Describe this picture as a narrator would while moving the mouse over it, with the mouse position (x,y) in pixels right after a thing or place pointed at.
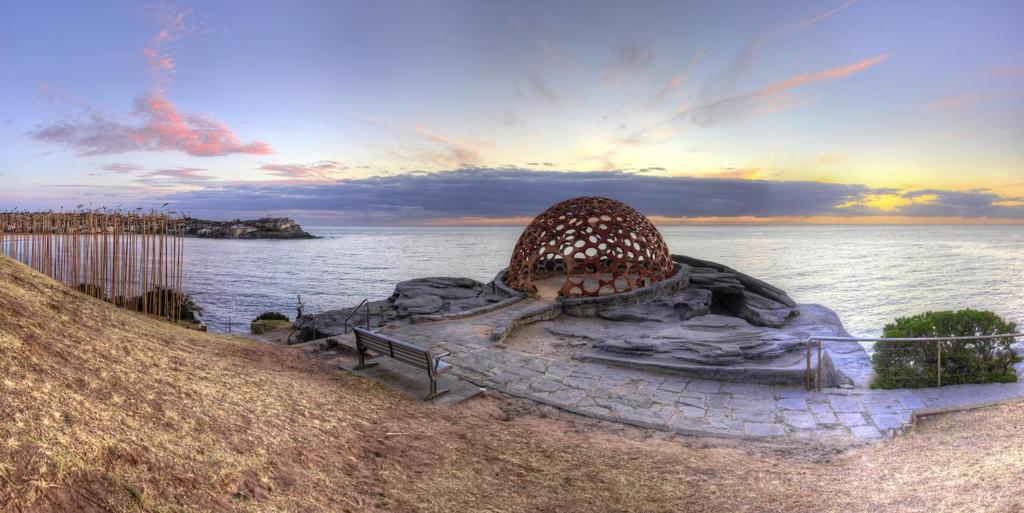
In this image we can see rocks (650,327). On that there is an architecture (586,250) in the shape of a dome (602,233). Also there is a bench (411,348). And there is a railing (938,363). There are plants (911,348). In the back (383,250) there is water (379,250). Also there are rocks (279,231). In the background (475,143) there is sky (547,141) with clouds (475,143).
